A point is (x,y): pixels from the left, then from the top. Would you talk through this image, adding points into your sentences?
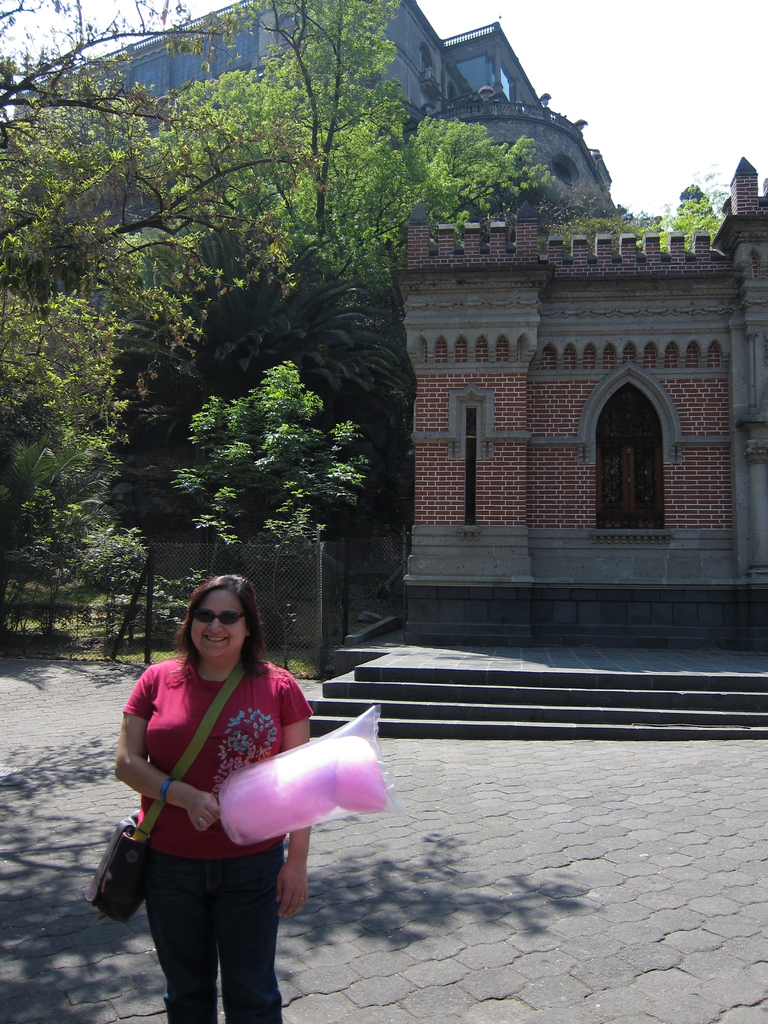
In this picture we can see a woman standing on the ground (380,936), she is wearing a bag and goggles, holding an object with her hand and in the background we can see a fence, buildings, trees (43,462), sky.
